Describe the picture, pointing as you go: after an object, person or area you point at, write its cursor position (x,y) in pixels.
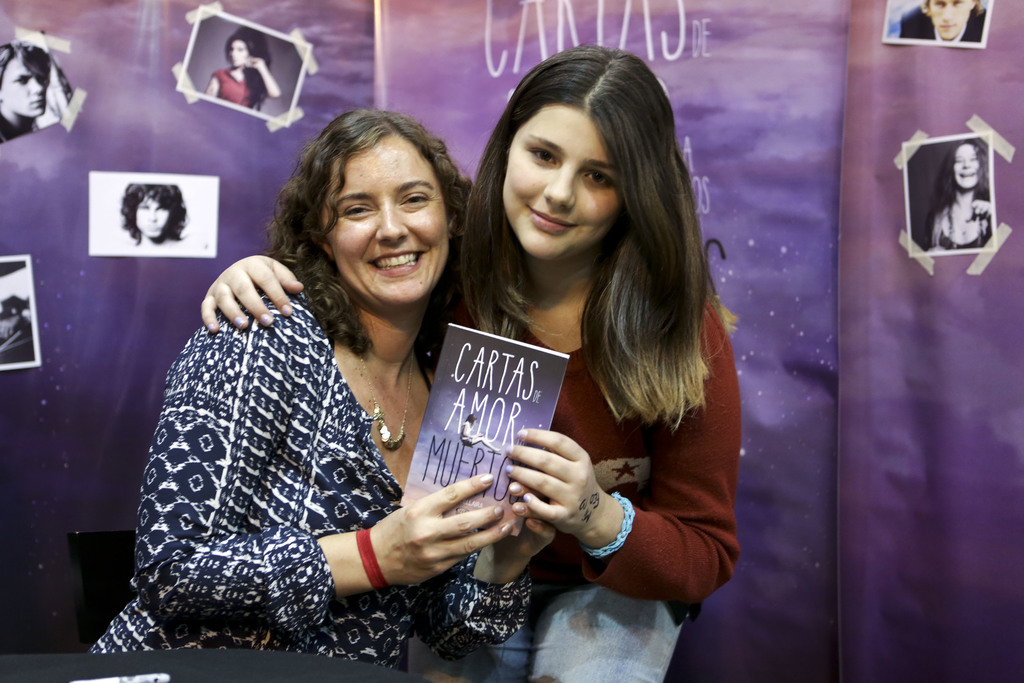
In this image there are two women (539,558), one is sitting on a chair (86,550) and the other is bending both are holding a book (456,478), in the background (953,521) there is a wall (934,466), on that wall (325,50) there are photos (945,216).
